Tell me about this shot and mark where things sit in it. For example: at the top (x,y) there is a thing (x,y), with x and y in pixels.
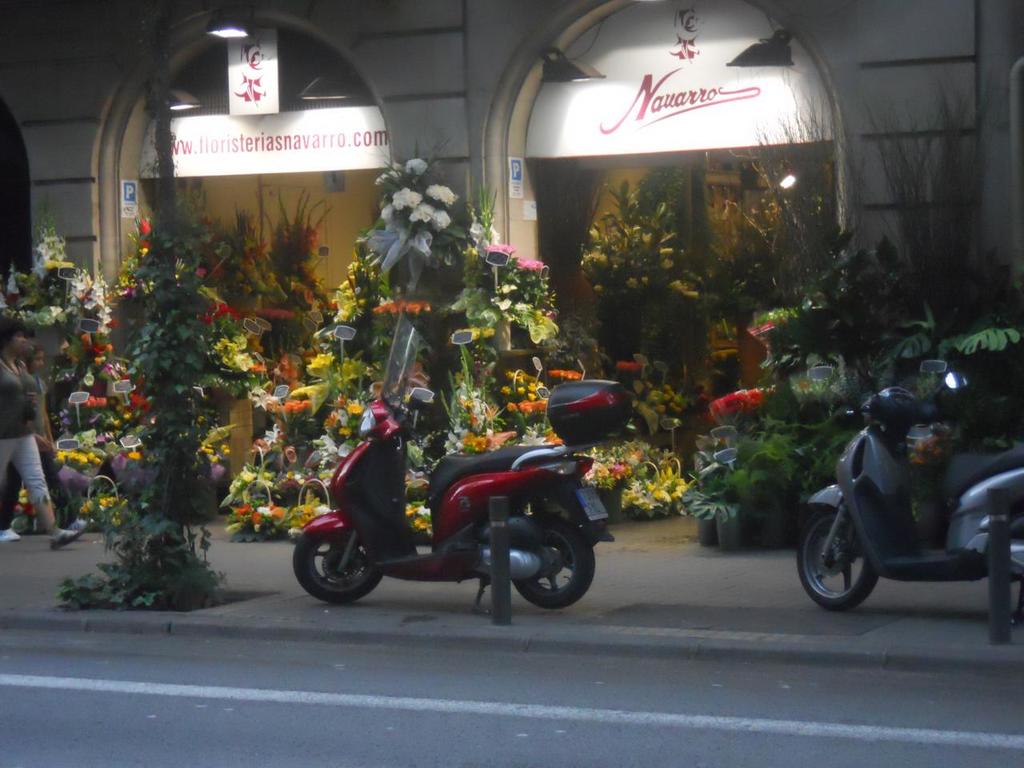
At the bottom of the image (345,641) there is a road (523,745). There are vehicles (897,386). In the background of the image (280,338) there are flower bouquets (267,362). There is a lady (26,350) walking to the left side of the image (17,376).
